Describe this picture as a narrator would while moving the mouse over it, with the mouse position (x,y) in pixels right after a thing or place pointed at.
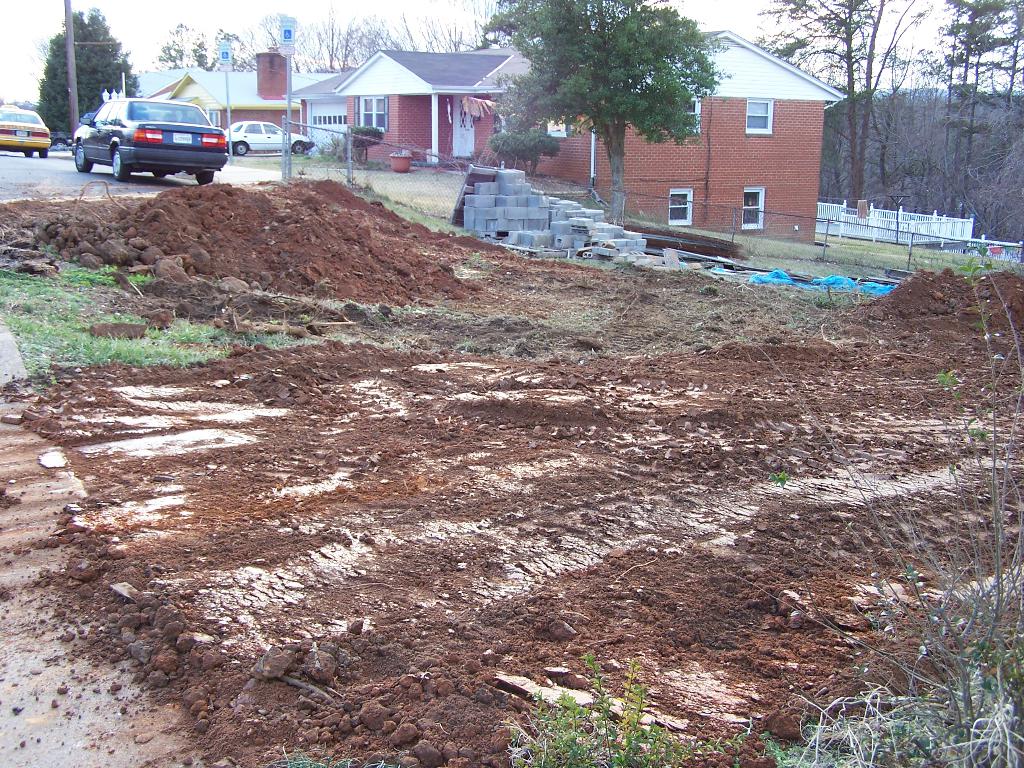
In this picture we can see the ground (489,554) and in the background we can see houses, poles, trees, vehicles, sky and some objects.
